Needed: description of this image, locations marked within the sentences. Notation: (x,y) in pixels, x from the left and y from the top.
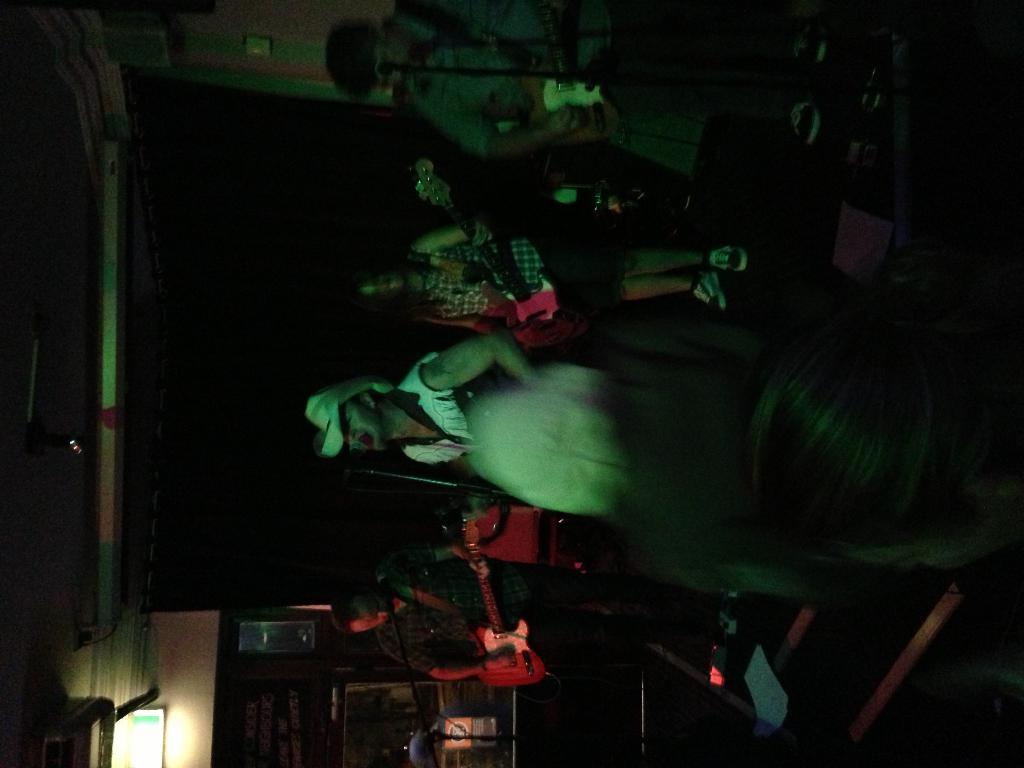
In this image there are some people (732,586) some of them are holding guitars (567,108) and playing, and there is one person (452,455) in the center (409,449). In front of him there is one mike (455,487) it seem that he is singing, and also there are some mike's (498,740). In the background (275,681) there is a wall (177,676), lights (139,751), boards (256,644) and some objects (292,685).
